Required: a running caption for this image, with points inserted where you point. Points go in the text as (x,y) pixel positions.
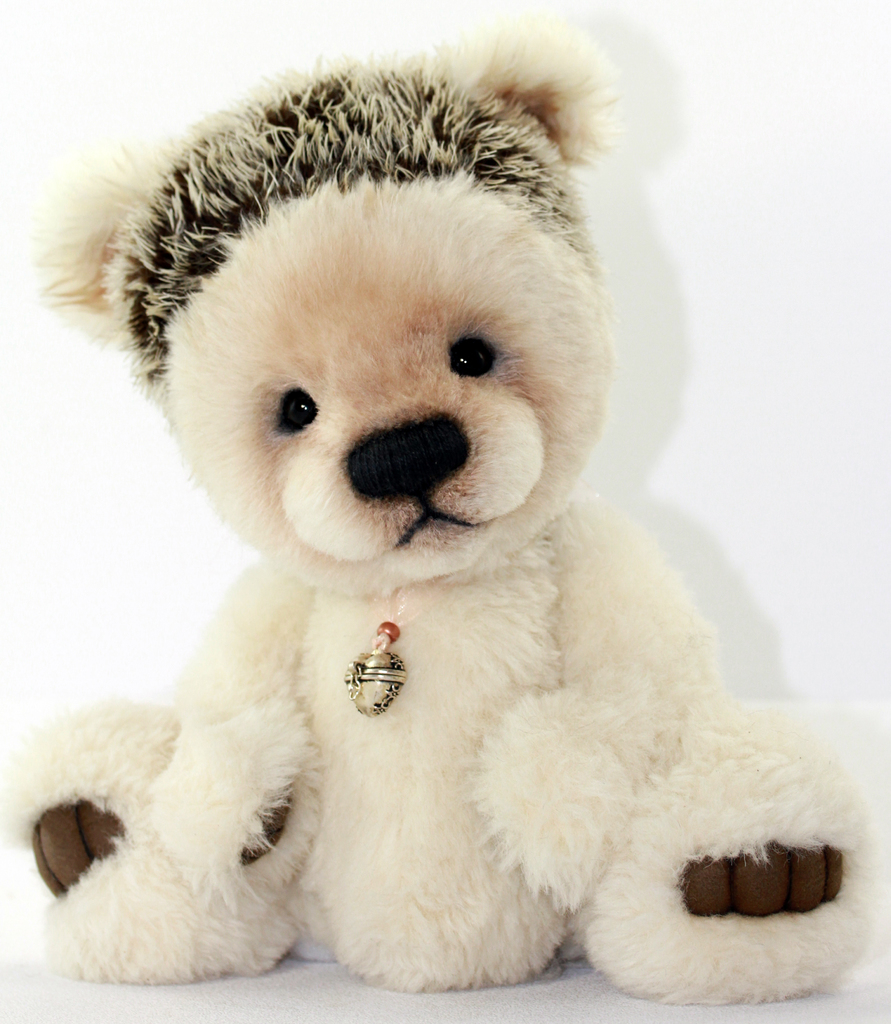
Background (16,166) portion of the picture is white in color. In this picture we can see a teddy bear (333,634). We can see a locket (378,655).
